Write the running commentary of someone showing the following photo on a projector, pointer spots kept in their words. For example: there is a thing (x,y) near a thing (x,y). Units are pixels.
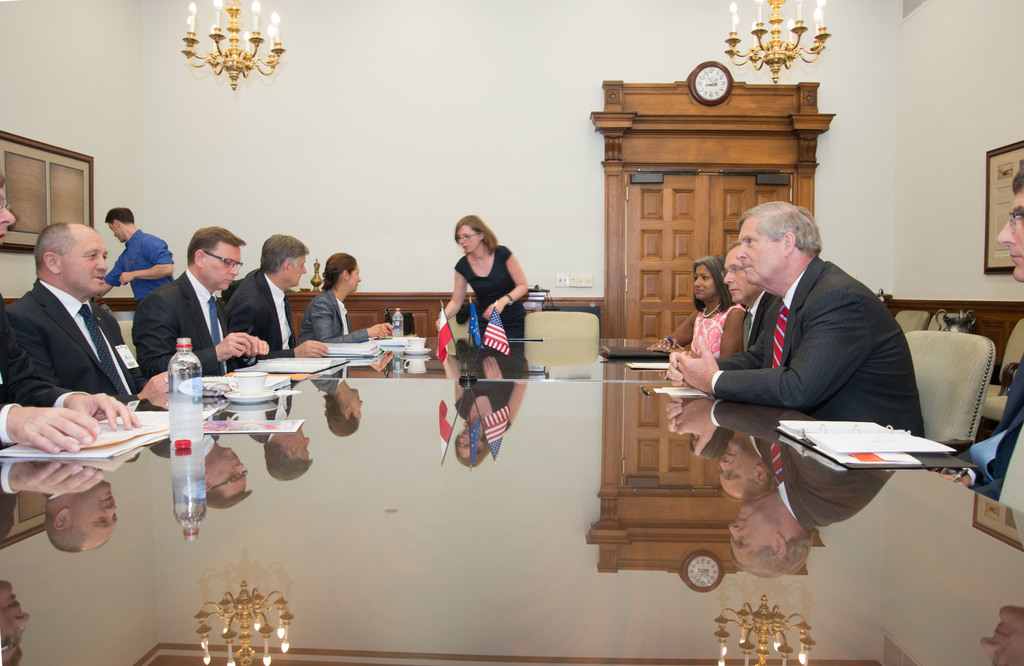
This image, Group of peoples (273,306) are sat on the cream color chairs (929,394). Here we can see glass table (426,541). On top of the table (449,590), so many items (228,377) are placed. In the middle (484,272), the human (494,282) is standing with a black color dress (493,298). We can see flags (498,343) here. At the background (499,203), we can see a white color wall (382,198) and wooden door (653,227), clock (711,96). And the top of the image (243,64), we can see chandeliers (237,49). Right side (993,223) and left side (91,176), we can see a photo frames (65,174). Here on the top of the wooden desk (368,296), we can see some items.
